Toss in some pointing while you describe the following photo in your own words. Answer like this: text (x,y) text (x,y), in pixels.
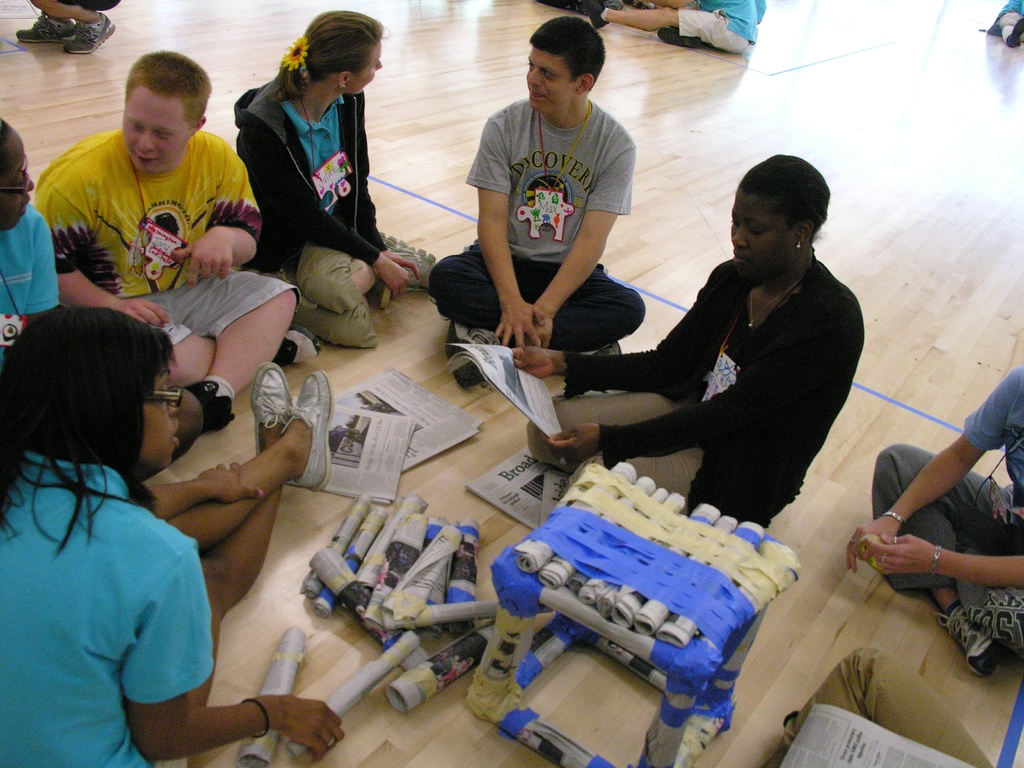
In this image I can see a group of people (53,324) sitting on the floor (865,410). I can see a bunch of papers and paper rolls (470,608) and an object (681,591) made up of rolled paper (602,585).
